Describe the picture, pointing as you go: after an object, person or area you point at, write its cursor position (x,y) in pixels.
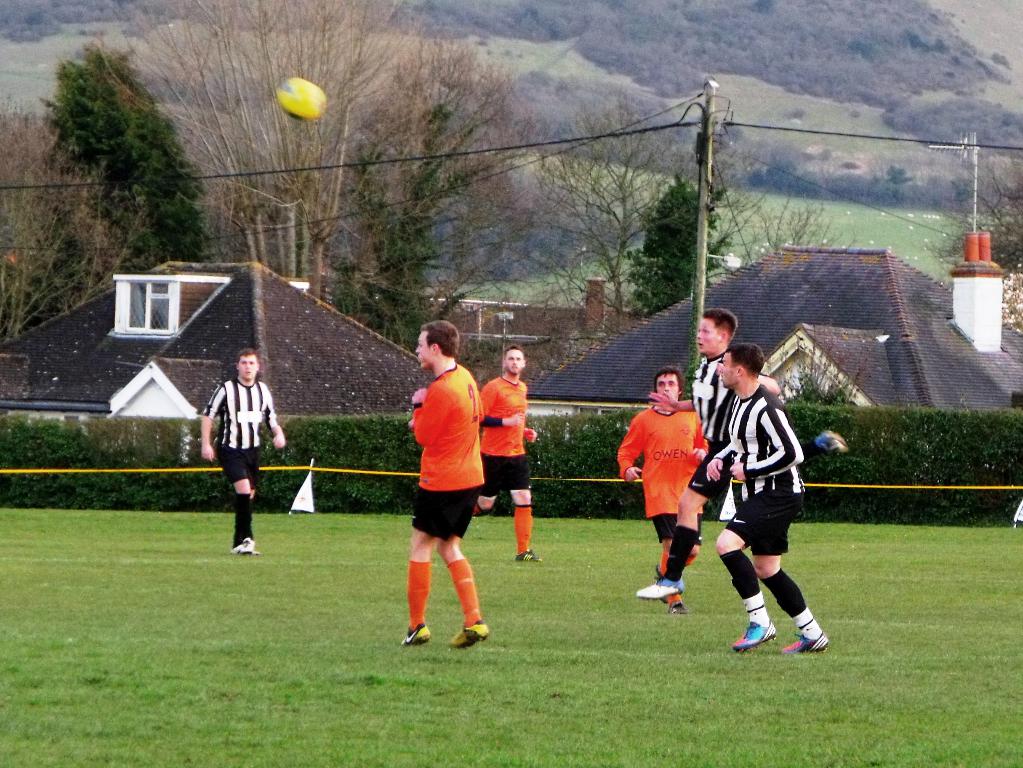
In this picture we can observe some men (238,415) in the ground (291,598). Three of them are wearing black and white T shirts (716,435) and the other three are wearing an orange color T shirts (497,430). We can observe yellow color ball (302,106) in the air (327,85). There is a pole (711,90) and we can observe some wires (616,135). In the background (261,276) there are houses (118,302), trees (618,216) and a hill (755,63).
